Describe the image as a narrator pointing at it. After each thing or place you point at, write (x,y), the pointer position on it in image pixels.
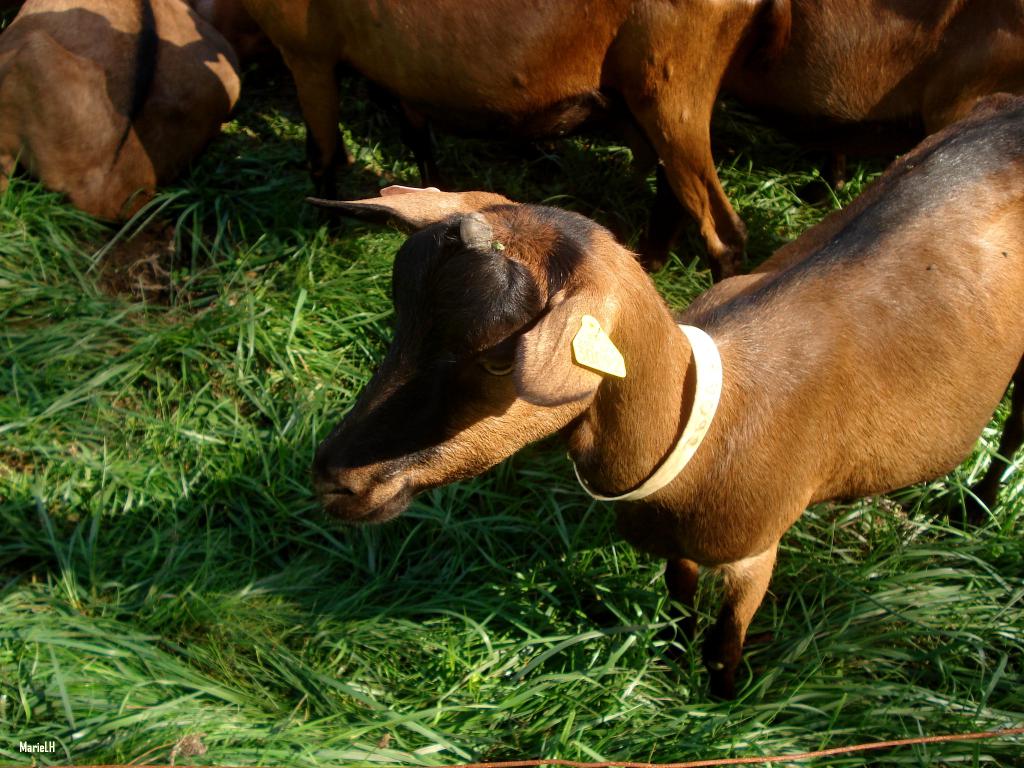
In this image we can see a herd (684,355) standing on the grass (360,381).
